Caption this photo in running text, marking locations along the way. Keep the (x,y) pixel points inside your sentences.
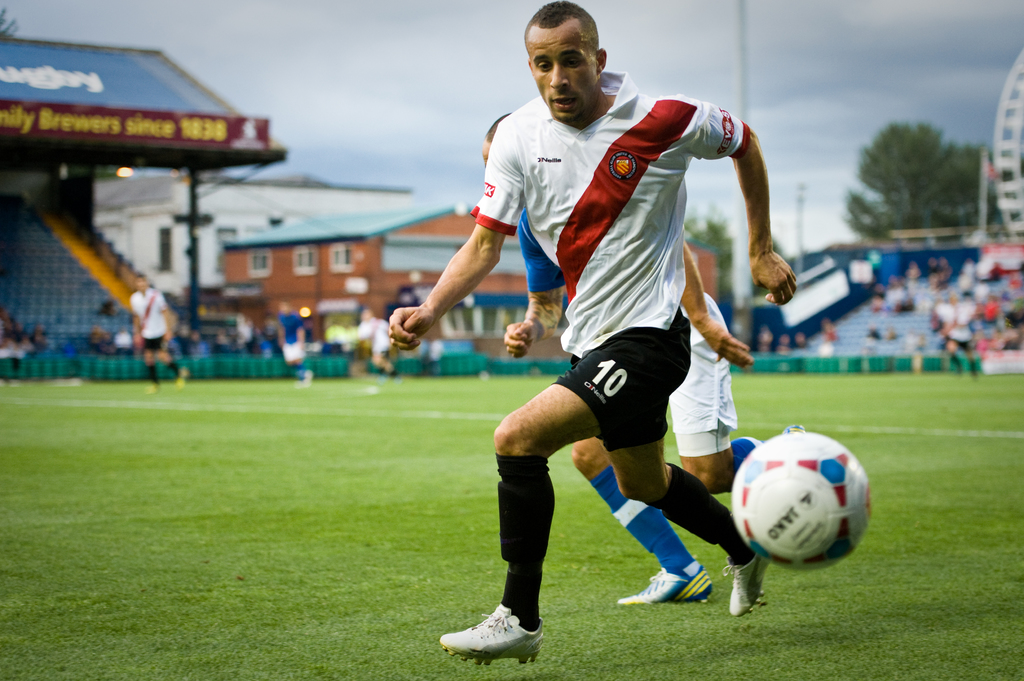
In the image there are two men (664,347) in sports costume (617,343) running on the grassland (340,497) with a football (756,503) beside them, in the back (162,348) there are few men (149,353) standing and walking, over the background (894,345) there are stadium chairs (17,249) followed by trees (851,212) and buildings (412,245) and above its sky (363,68) with clouds (808,86).
